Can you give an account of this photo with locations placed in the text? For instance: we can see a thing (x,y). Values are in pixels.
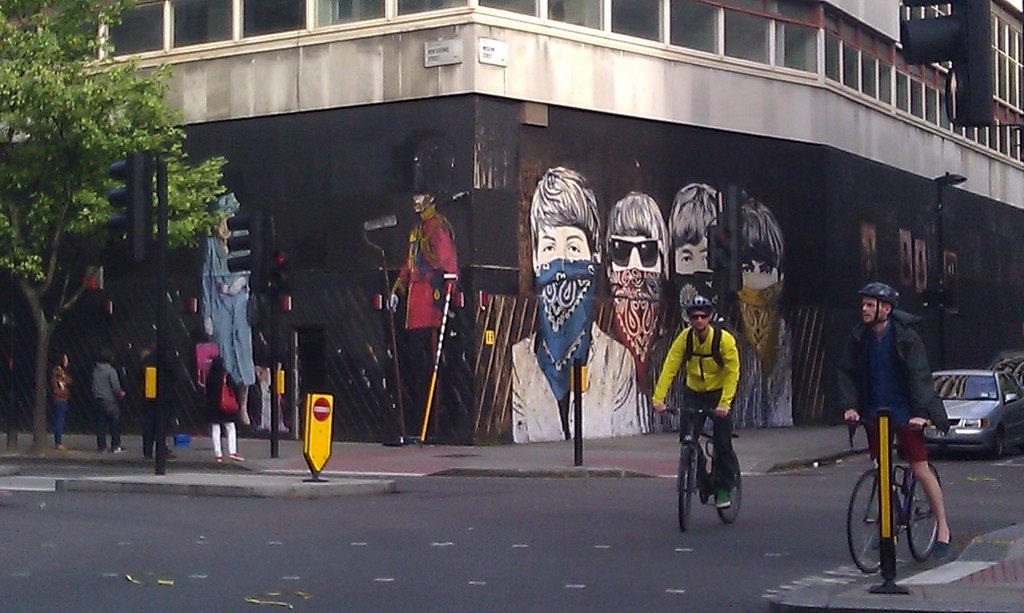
This is a picture taken on the road (427,581), and back side there is a building (556,184), on the building (584,202) there is a art (747,290) drawn and left side (43,352) there a tree (43,385) visible and there are some persons (105,386) standing in front of the tree (45,365). and there are the two person (918,436) riding bicycle (682,479) on the road (800,490).
